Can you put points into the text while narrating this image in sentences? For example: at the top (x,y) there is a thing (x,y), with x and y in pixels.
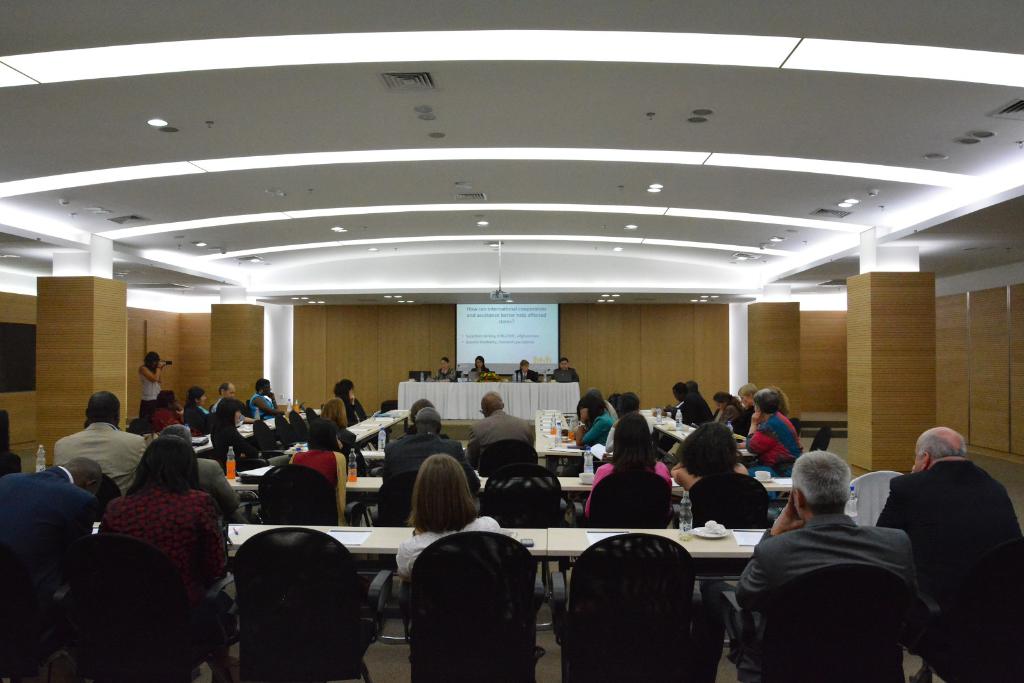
In this picture we can see some persons (694,461) are sitting on the chairs (418,595). This is table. On the background (594,356) there is a screen (545,337) and this is wall (684,353). And these are the lights (827,167).
